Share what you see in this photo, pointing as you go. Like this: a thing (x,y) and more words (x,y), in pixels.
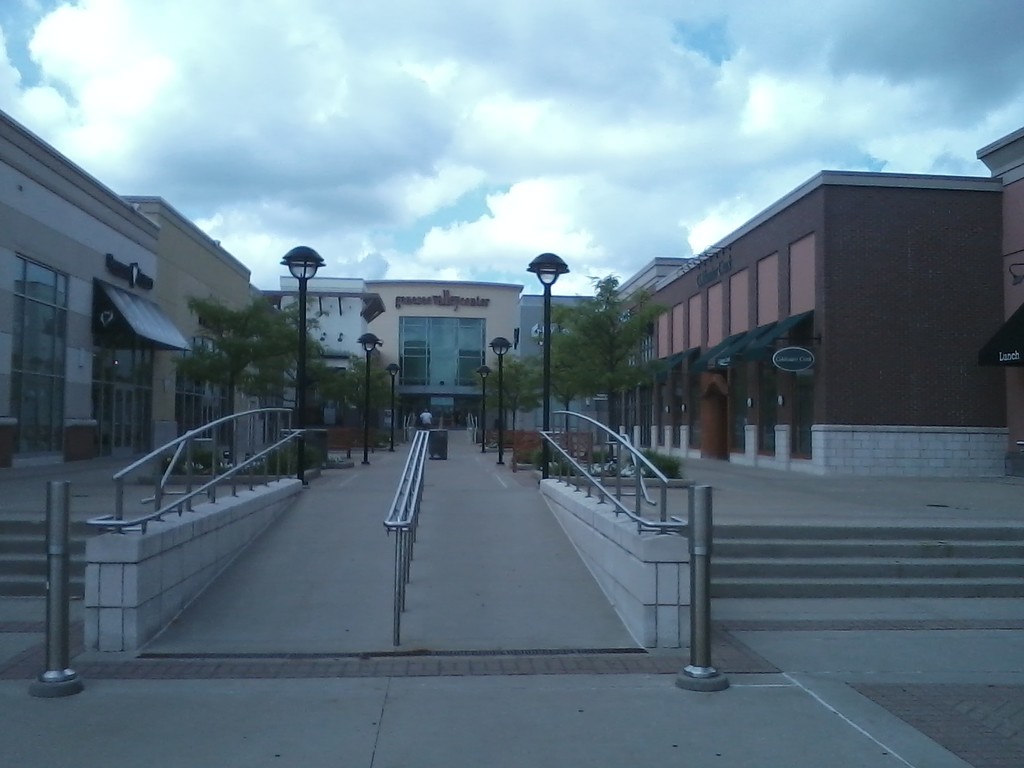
In this image I see number of buildings (762,356) and I see the path (439,461) and the steps (762,553) and I see the railings (414,515) and I see number of trees (559,370) and I see the light poles (317,257). In the background (61,56) I see the sky (612,155) which is cloudy.
